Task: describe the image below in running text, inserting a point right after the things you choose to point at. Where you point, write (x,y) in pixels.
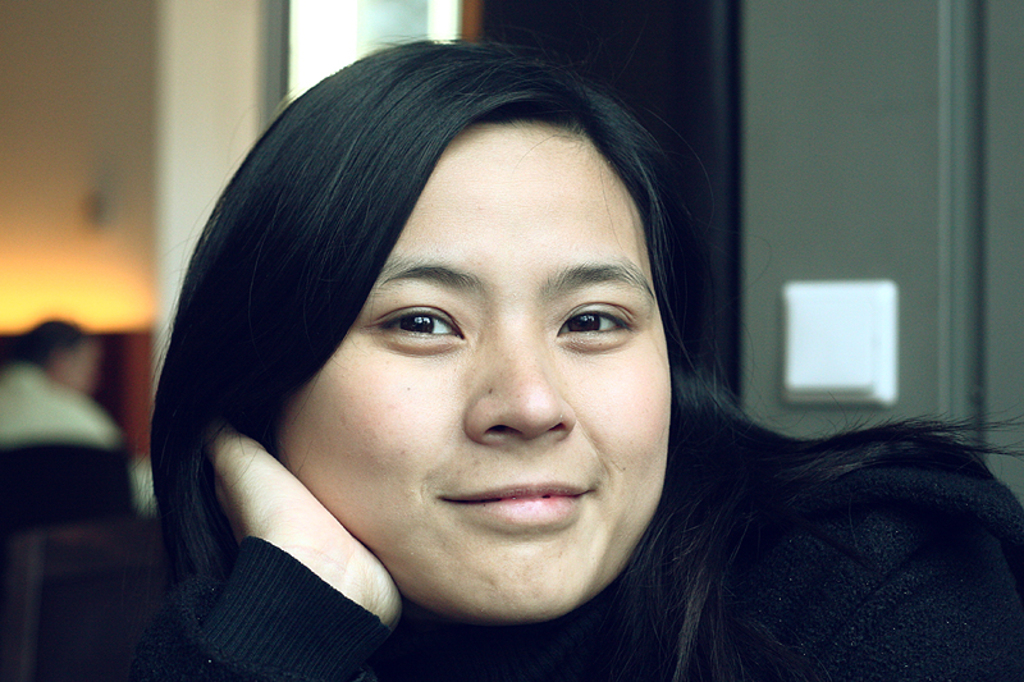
In this image I can see a woman (569,558) is smiling, she is wearing a black color sweater (819,578), on the right side (858,333) it looks like an electric switch (851,344) on the wall (747,412).
